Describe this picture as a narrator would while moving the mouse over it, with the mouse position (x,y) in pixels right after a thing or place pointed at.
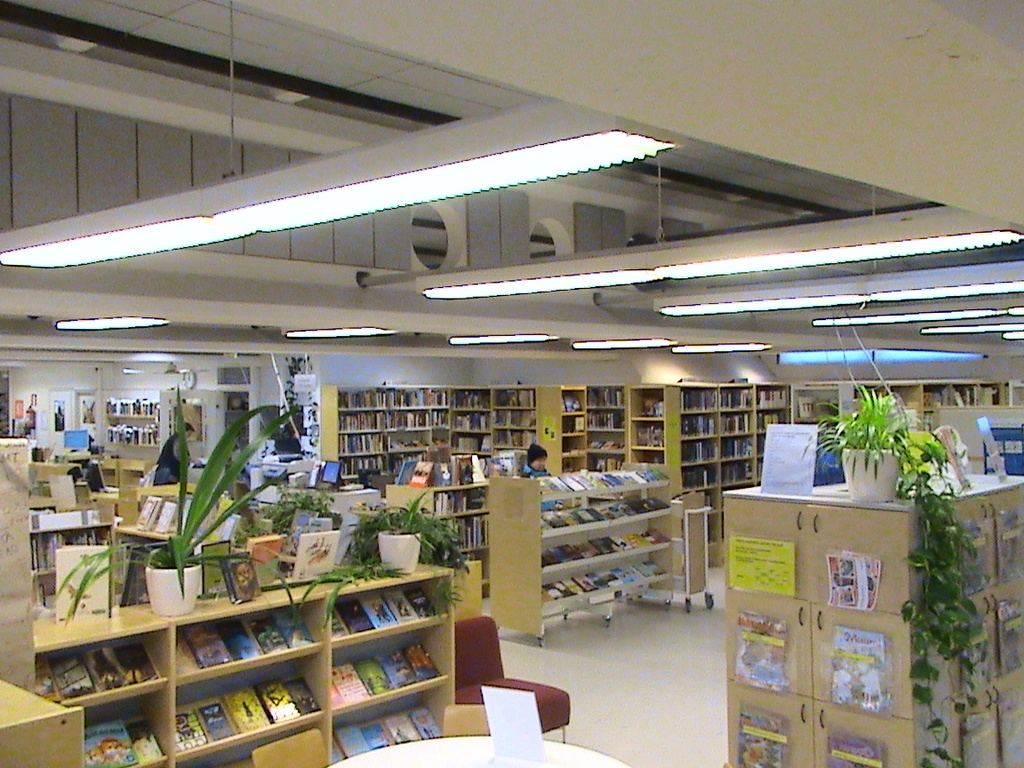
In this image, I can see the books (202,736), which are kept in the racks (677,432). These are the flower pots (413,536) with plants (912,474), which are kept above the racks (785,499). I can see the lights (831,296) hanging to the ceiling (276,166). There are two people (171,473) and the computers (98,475). At the bottom of the image (496,745), I can see a board (506,711) on the table (432,755) and a chair (511,681) on the floor (600,721).
